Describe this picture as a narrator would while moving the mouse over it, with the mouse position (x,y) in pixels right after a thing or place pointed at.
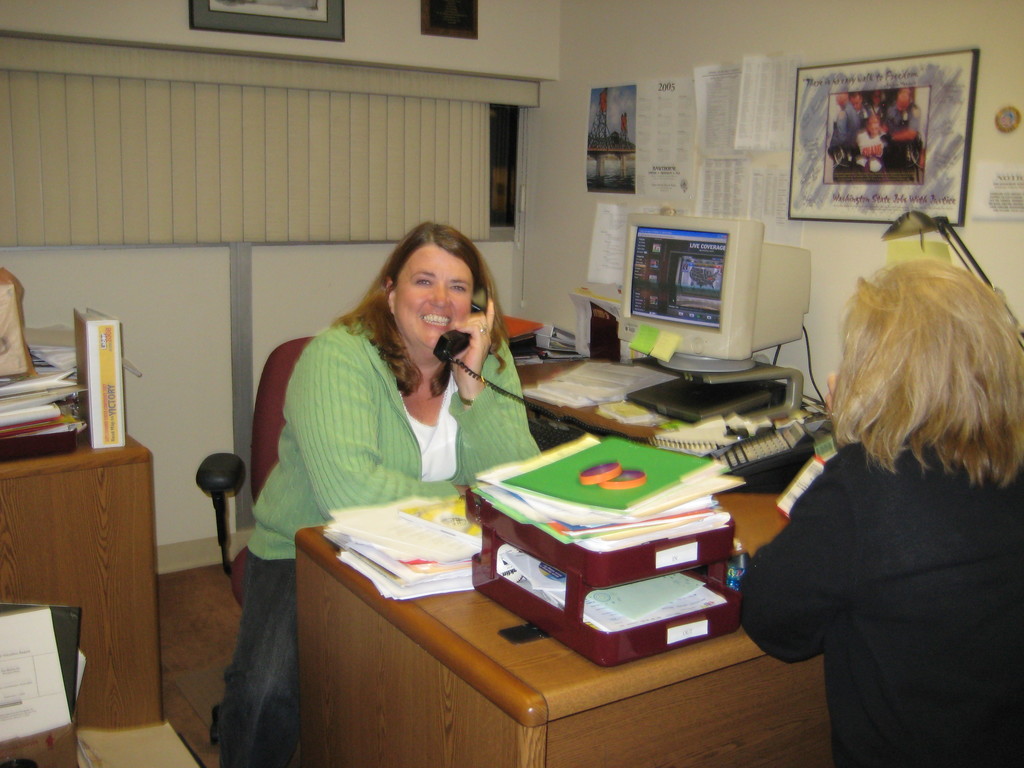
This picture shows a woman (333,391) seated on the chair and speaking on the telephone (457,362) and we see another woman (965,593) seated and we see a monitor (658,351) and few papers (536,479), books (670,435) and a telephone (806,434) on the table (632,668) and we see few books (107,331) papers (73,393) on another table (45,487) on the side and we see blinds (389,225) to the window (440,192) and we see few paper (679,127), Posters (643,153) and few photo frames (933,64) on the wall (909,42) and we see a table lamp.
